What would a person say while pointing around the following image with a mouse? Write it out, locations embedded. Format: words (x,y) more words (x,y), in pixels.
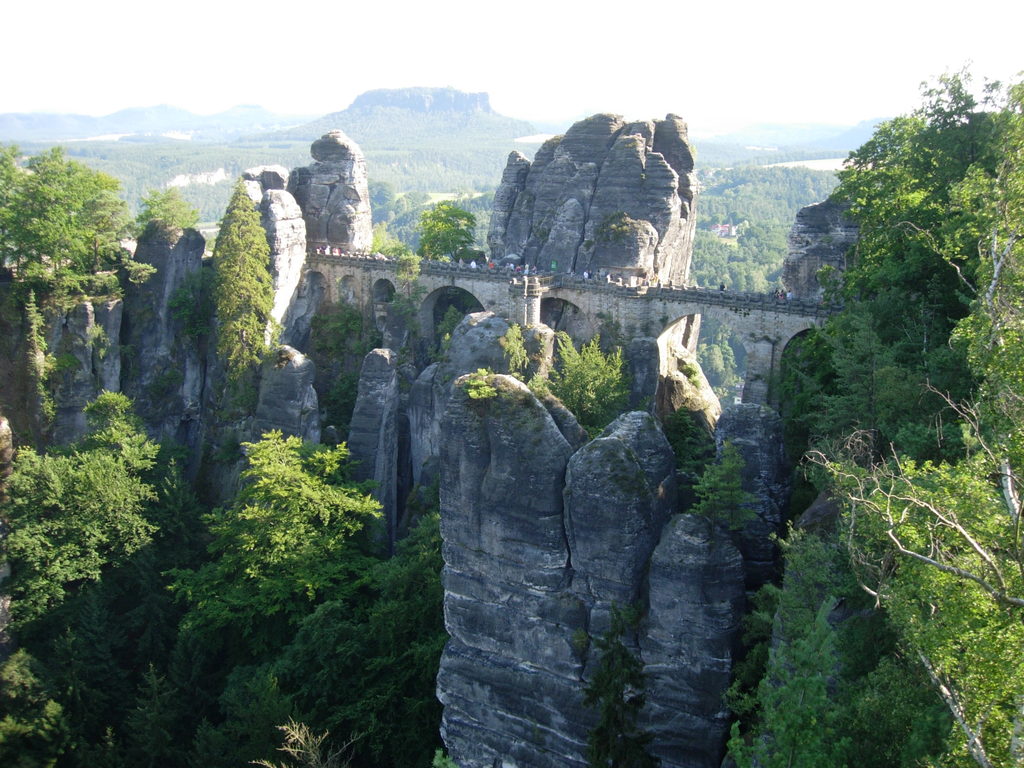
In this image I can see the rocks (442,482) and trees (910,494). In the background (420,149) I can see the mountains (451,108) and the white sky (601,34).
